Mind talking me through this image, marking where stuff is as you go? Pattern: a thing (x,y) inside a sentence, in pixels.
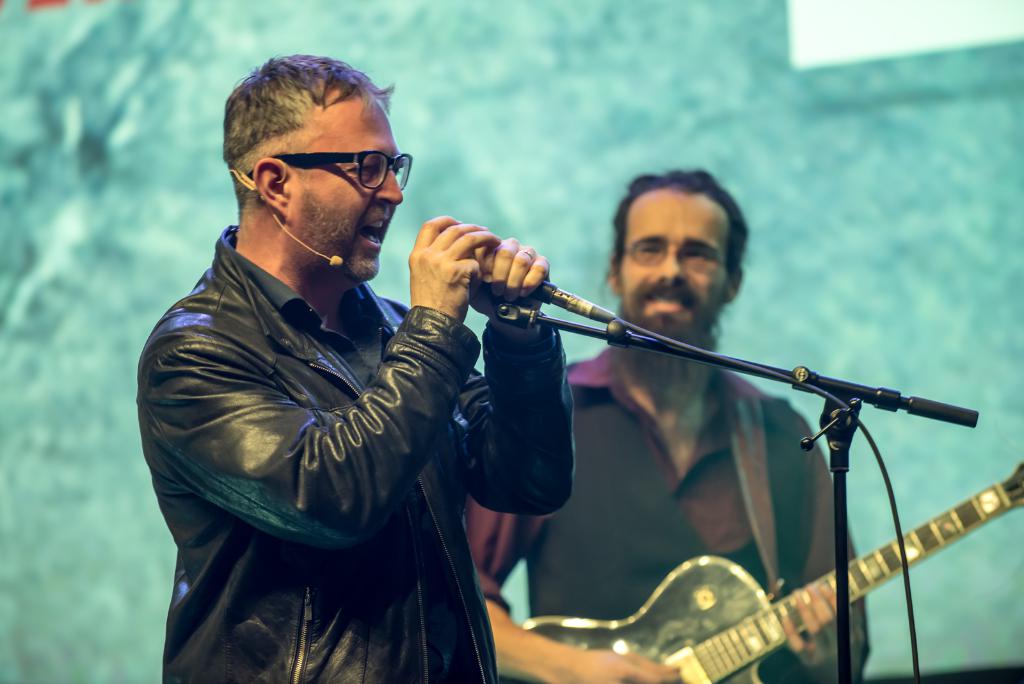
Two persons (550,459) are standing holding microphone (559,303) and a guitar (717,626).
